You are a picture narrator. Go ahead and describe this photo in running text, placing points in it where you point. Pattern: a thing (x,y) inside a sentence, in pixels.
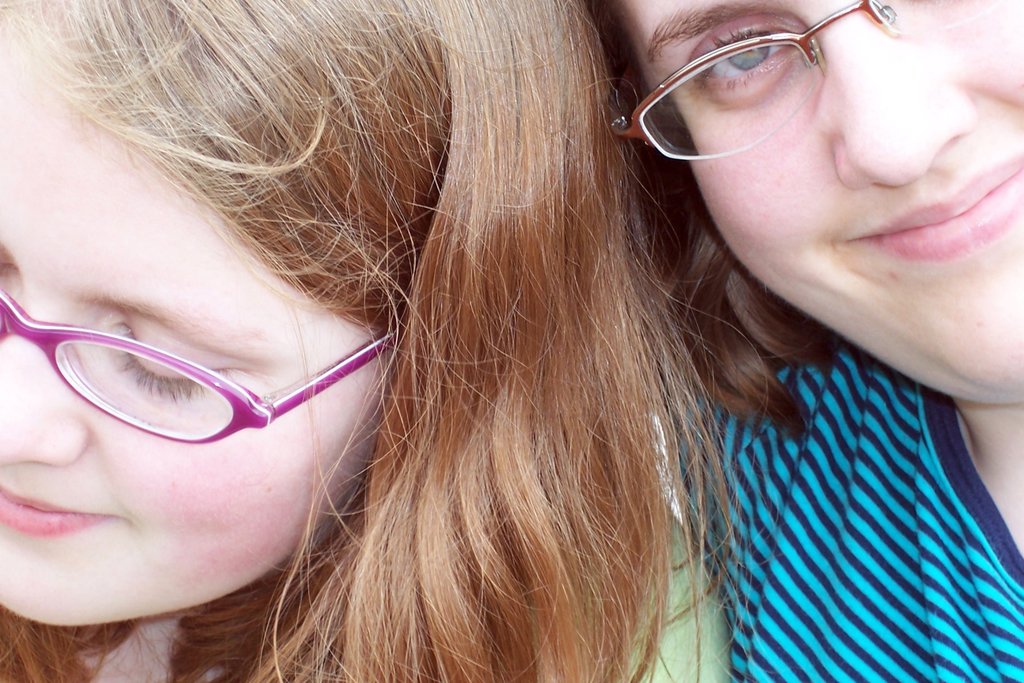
This image consists of two girls (17,459). On the right (842,511), the girl (864,496) is wearing a blue T-shirt (888,569). Both are wearing specs (192,410).
